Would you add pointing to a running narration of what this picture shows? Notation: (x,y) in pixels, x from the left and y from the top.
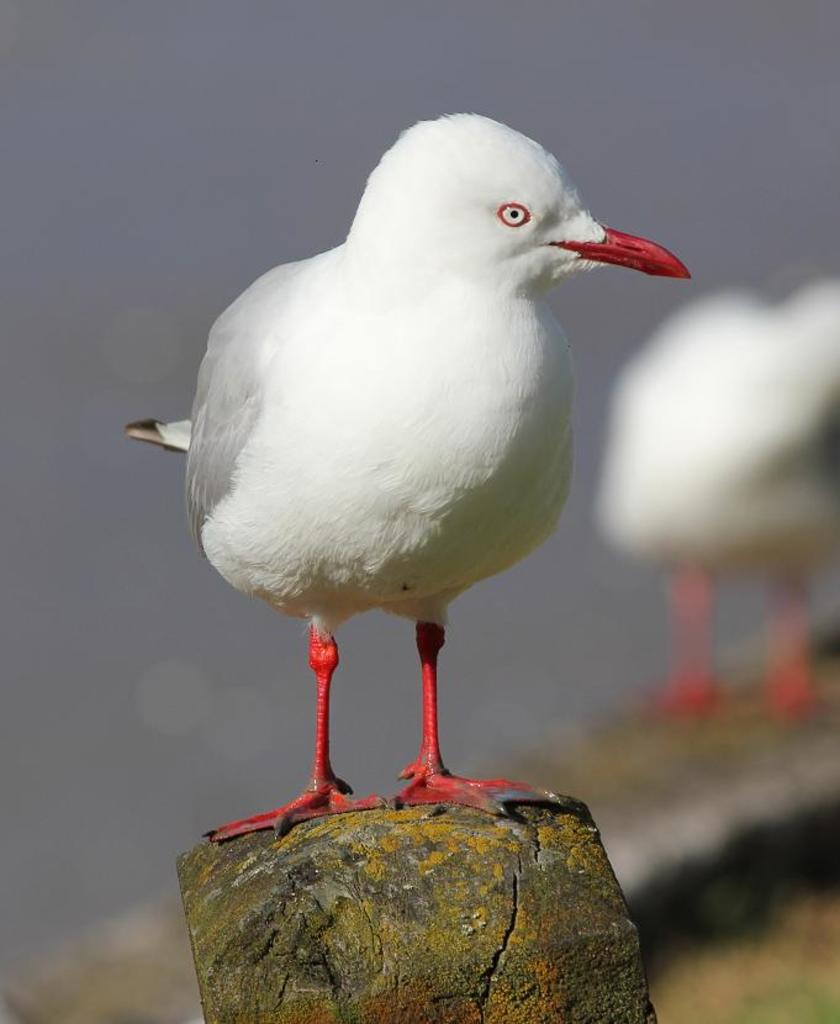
In this picture I can see there is a bird (470,244) standing on the rock (511,1001), it has white feathers (407,362) and a red beak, there is another bird (718,501) in the backdrop (746,364) and the backdrop (61,818) is blurred.
